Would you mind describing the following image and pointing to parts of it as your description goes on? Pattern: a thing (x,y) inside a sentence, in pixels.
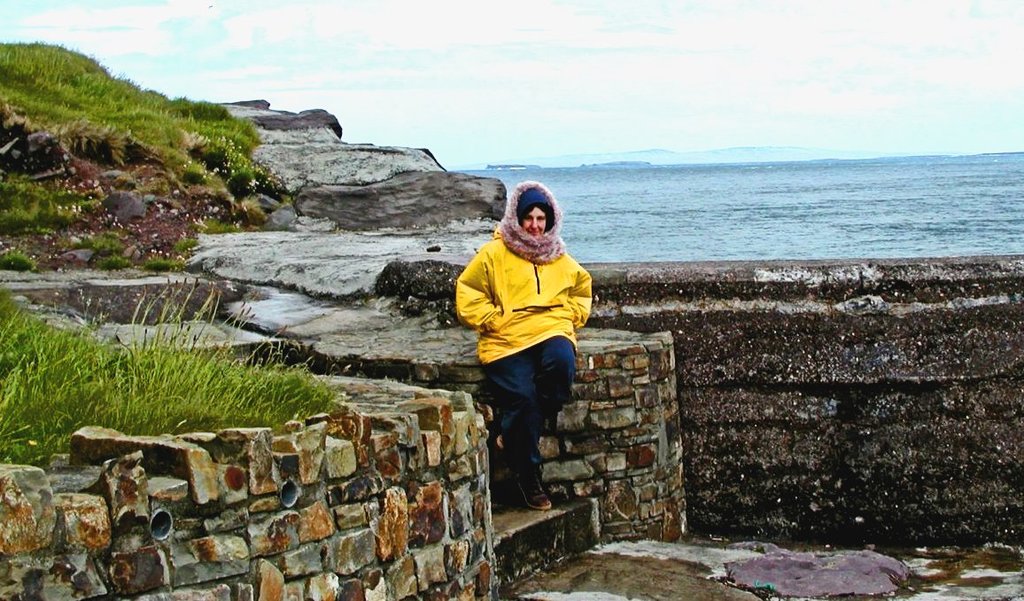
This image consists of a woman (500,375) wearing a yellow jacket (506,347). She is sitting on the wall (484,389). In the background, there is an ocean (699,219). On the left (31,186), there's grass (130,119) on the rocks (308,207). At the top (455,75), there is sky (459,68).
